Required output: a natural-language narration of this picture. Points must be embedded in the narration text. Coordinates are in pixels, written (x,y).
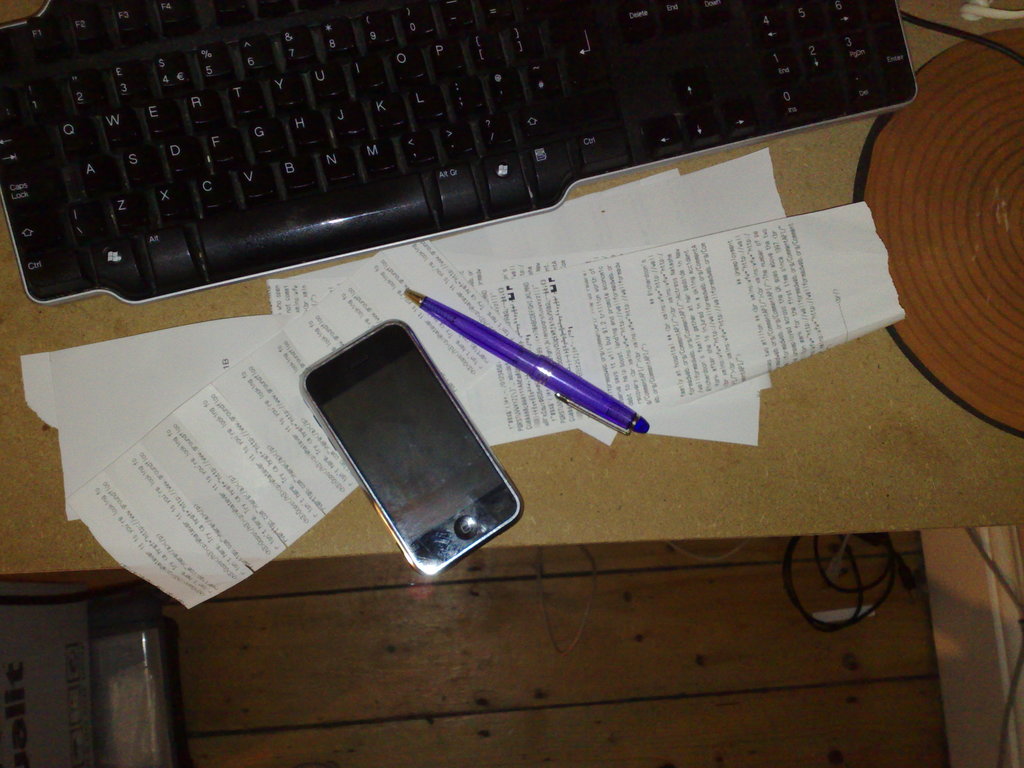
A keyboard (338,162), a pen (467,324), some papers (471,270) and a mobile phone (354,379) are placed on a table (861,415).
